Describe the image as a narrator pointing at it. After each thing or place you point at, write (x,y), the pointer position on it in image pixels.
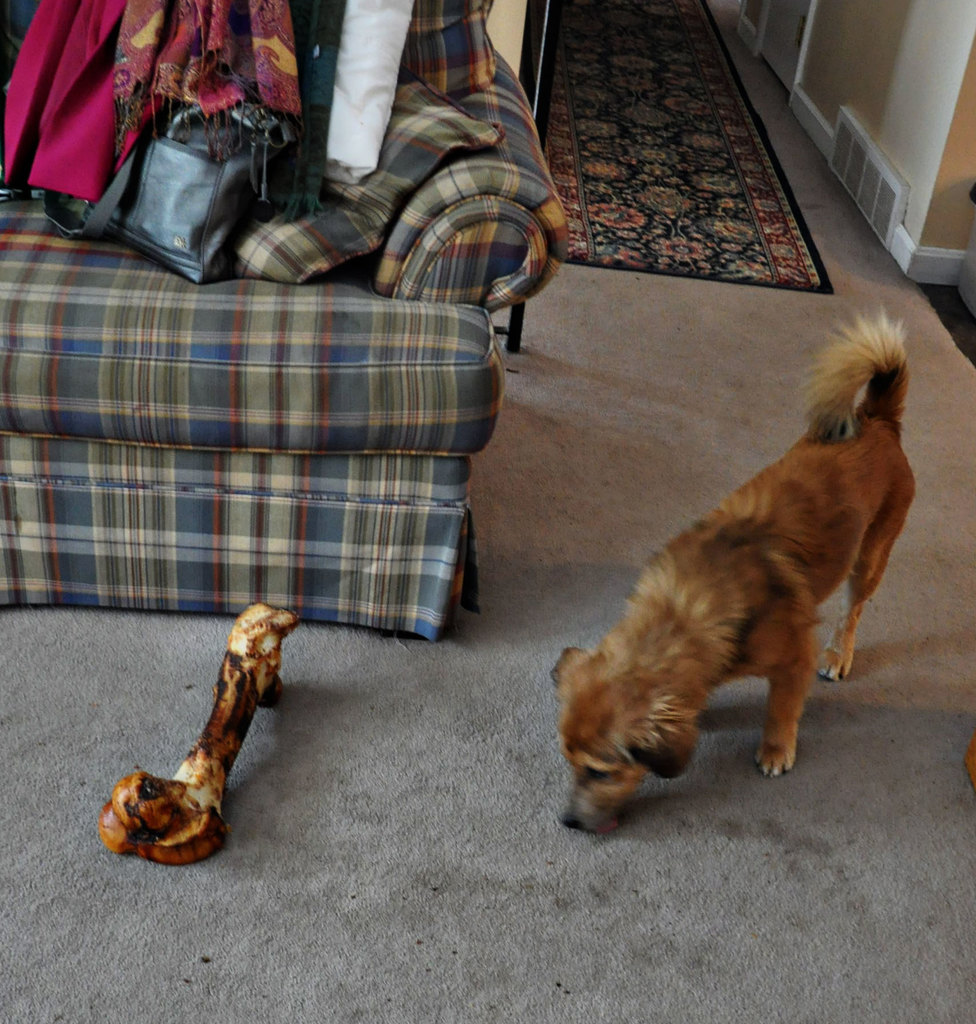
In this image I can see a dog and a bone (219,844) on the floor (332,911). In the background (728,234) I can see a sofa (161,407), bag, clothes (242,42), floor mat (734,180) and a wall (742,0). This image is taken may be in a hall (459,465).
